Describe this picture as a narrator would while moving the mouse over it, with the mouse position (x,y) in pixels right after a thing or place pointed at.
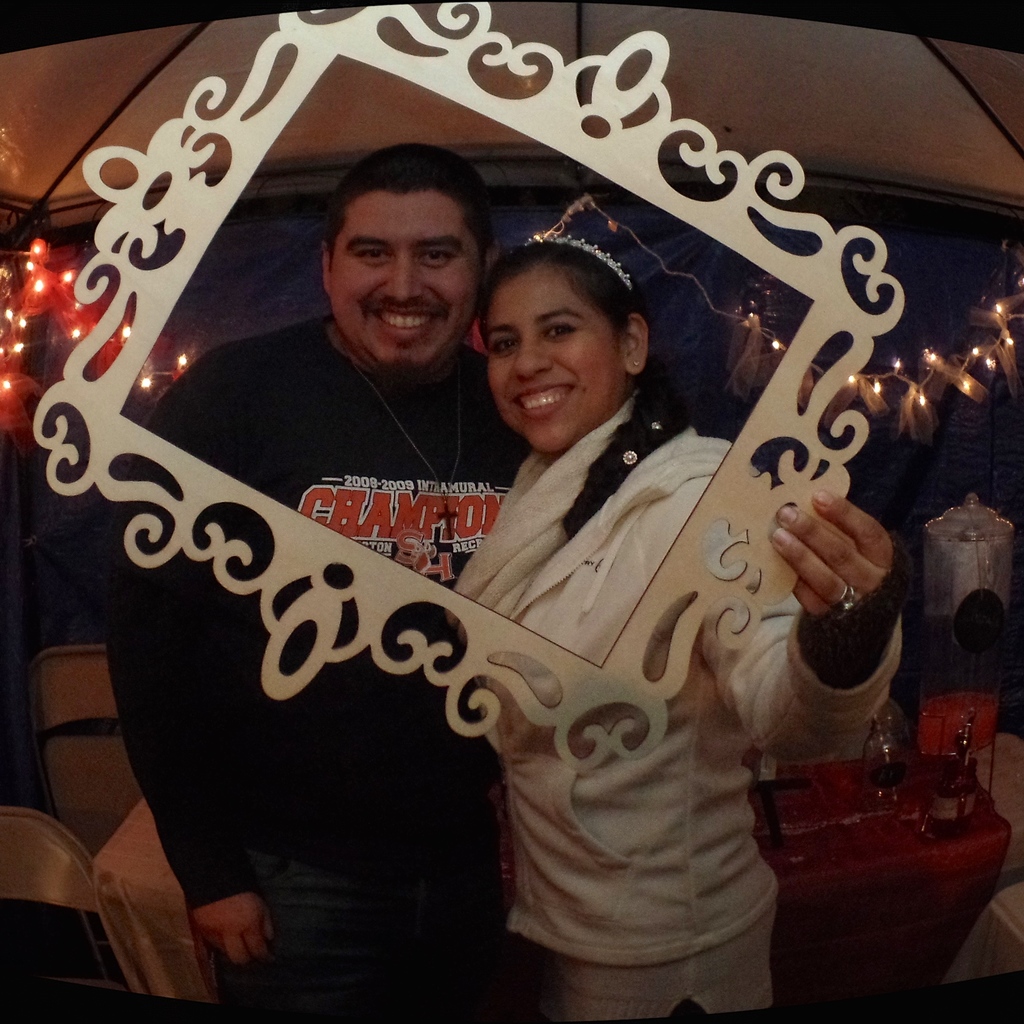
In this picture there is a man (392,408) and woman (552,434) posing for photo inside frame (702,557). Both of them are smiling. In the background (61,332) there is some lighting (978,350) and tables (874,817) on which some drinks (872,764) were placed.
